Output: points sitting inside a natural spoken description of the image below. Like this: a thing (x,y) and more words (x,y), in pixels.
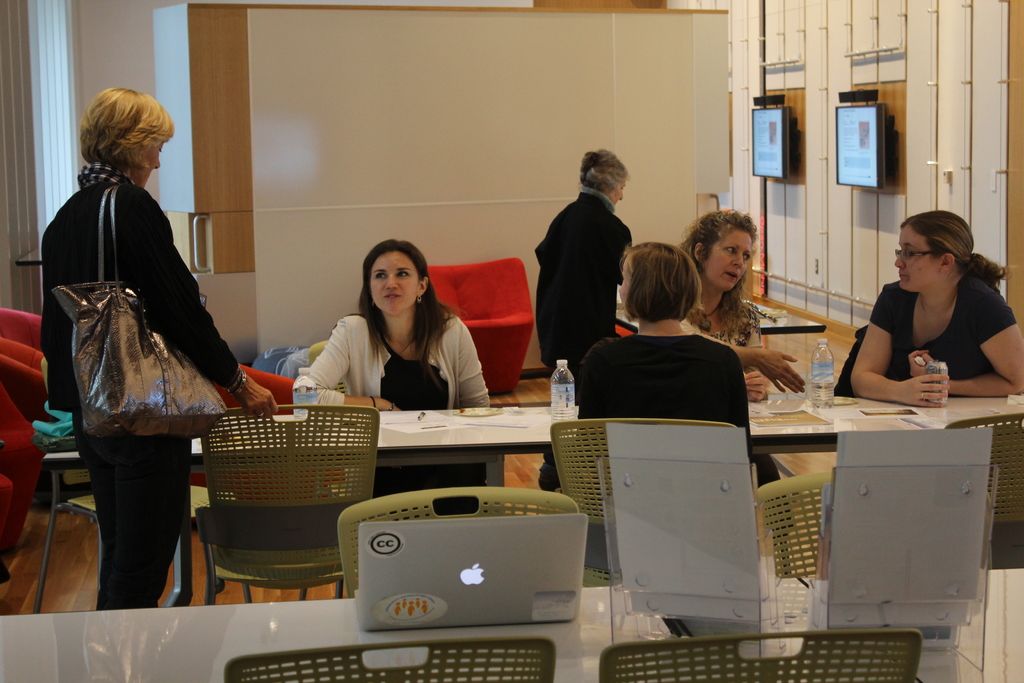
This picture is clicked in the room (513,402). Four women (413,398) are sitting on chair (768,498) on either side of the table (498,429). On table (446,433), we see paper (512,419), pen (422,420), plate (488,417) and water bottle (570,398) are placed. Behind them, we see a red chair (518,285) and a white wall (630,123) and on right corner of the picture (890,168), we see two televisions (782,171). Woman (201,334) on left corner (85,367) is standing and she is wearing handbag (140,385).
